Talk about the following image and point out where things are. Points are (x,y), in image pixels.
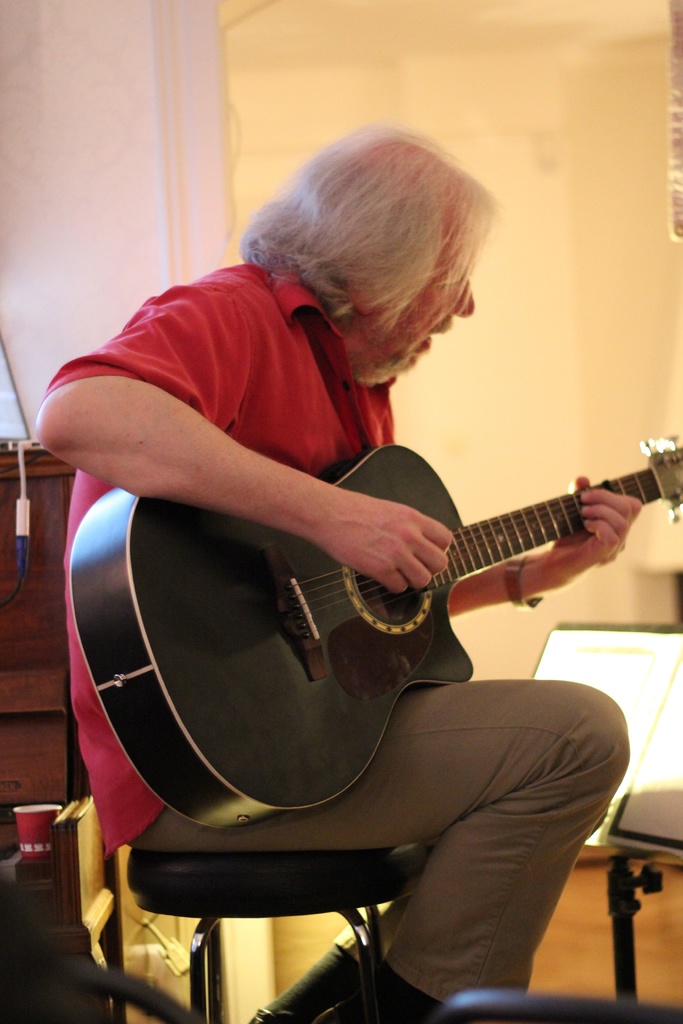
in the image we can see one person (340,801) sitting on the chair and holding guitar (205,624). In the background (577,267) there is a wall (580,273), light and table (4,563).
